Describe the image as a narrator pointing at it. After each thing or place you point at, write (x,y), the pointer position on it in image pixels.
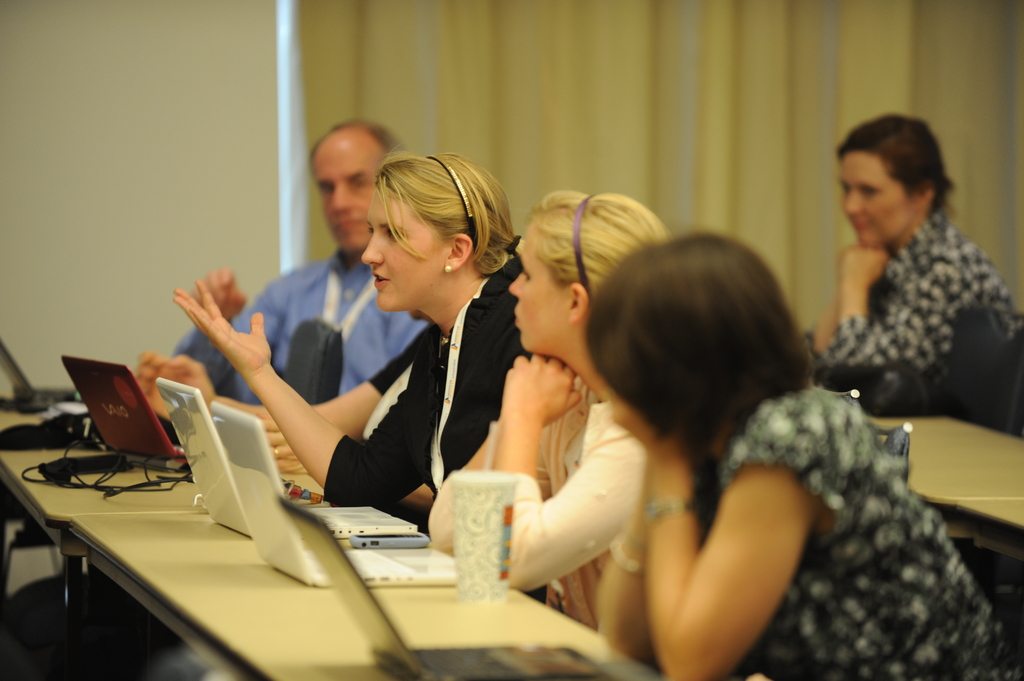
This picture might be taken inside the room (339,344). In this image, in the middle (409,345), we can see a group of people (396,342) sitting on the chair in front of the table (167,499), on that table (161,535), we can see few laptops (264,541), electric wires (107,476). On the right side (940,325), we can see a woman (935,286) sitting on the chair (997,386) in front of the table (1018,452). In the background (480,126), we can see a curtain (580,93) and a wall (7,126).
